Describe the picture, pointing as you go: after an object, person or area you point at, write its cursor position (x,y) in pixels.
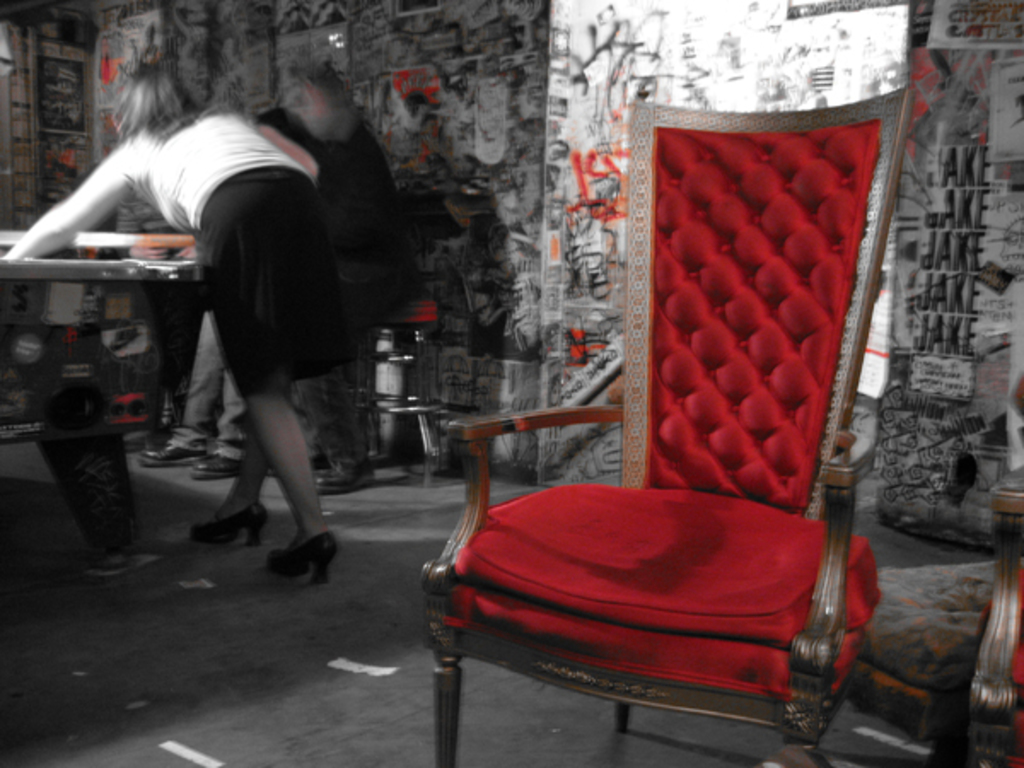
This is an edited image. In this image we can see some people (309,474) standing beside a table (80,402). We can also see a chair (455,672) and a wall (562,149) with some written text (483,118) on it.
